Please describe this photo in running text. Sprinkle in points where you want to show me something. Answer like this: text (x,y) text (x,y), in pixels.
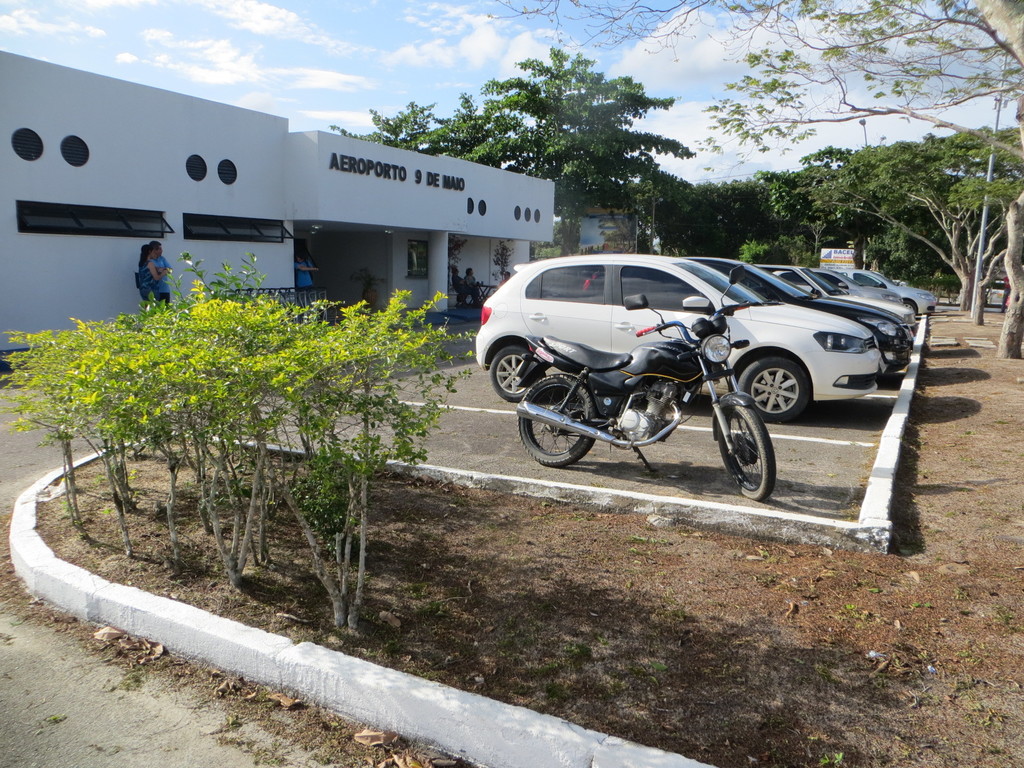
On the left side (167,436) there are some trees (180,432). Also there is a small side wall (663,505). Some cars (807,374) and a motorcycle (622,372) is parked on the parking area (873,419). Also there is a building (213,224) with ventilation (252,230), pillar (428,290) and something is written on that. There are trees (780,173). In the background (425,82) there is sky (341,57) with clouds (198,76).
